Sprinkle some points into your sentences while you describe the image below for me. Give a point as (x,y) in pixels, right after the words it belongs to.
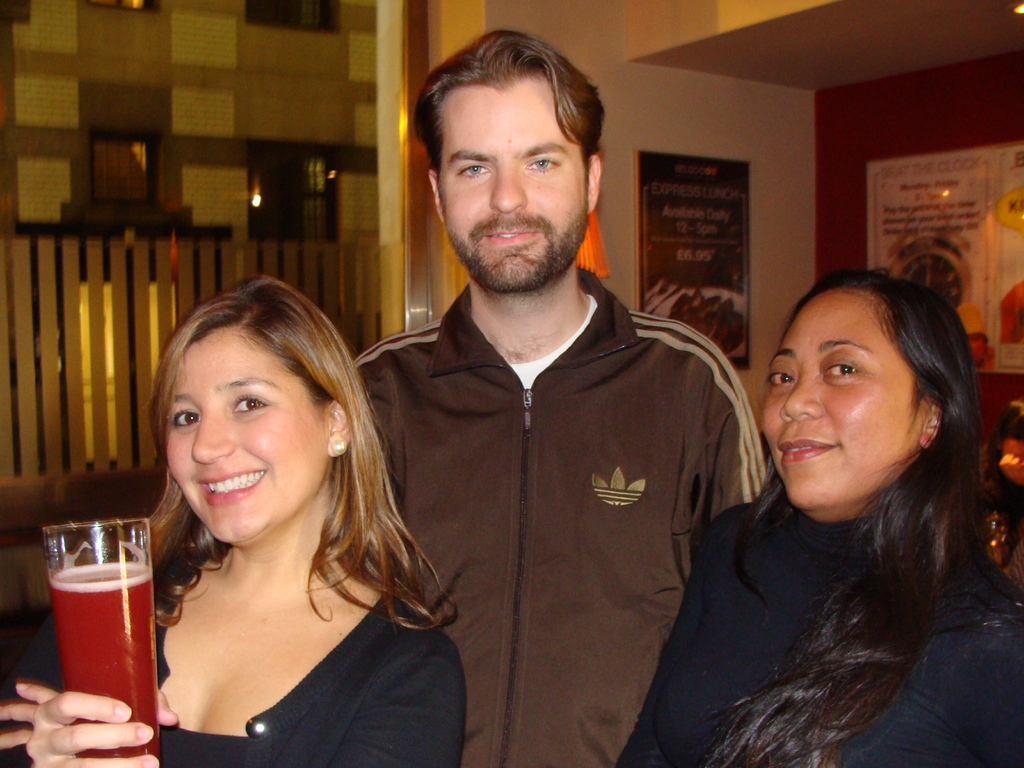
In the image there are three people (564,529), two women (80,710) and man (536,517) and three of them are posing for the photo and the woman (301,641) standing in the left (241,617) is holding a glass (64,611) with some drink (74,619) and in the background (743,115) there is a wall (704,89) and there are some posters (962,207) to the wall (756,108).
